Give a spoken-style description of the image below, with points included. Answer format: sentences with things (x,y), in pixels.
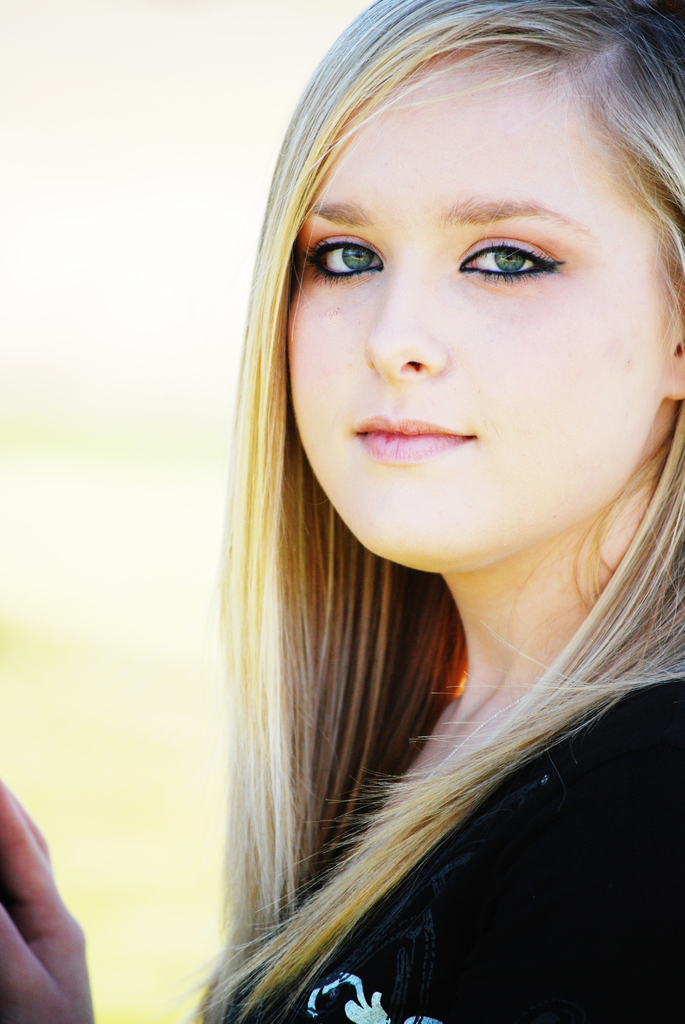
In this picture there is a woman (640,806) in black t-shirt (499,835), she has green eyes (378,258). The background (159,993) is blurred.
